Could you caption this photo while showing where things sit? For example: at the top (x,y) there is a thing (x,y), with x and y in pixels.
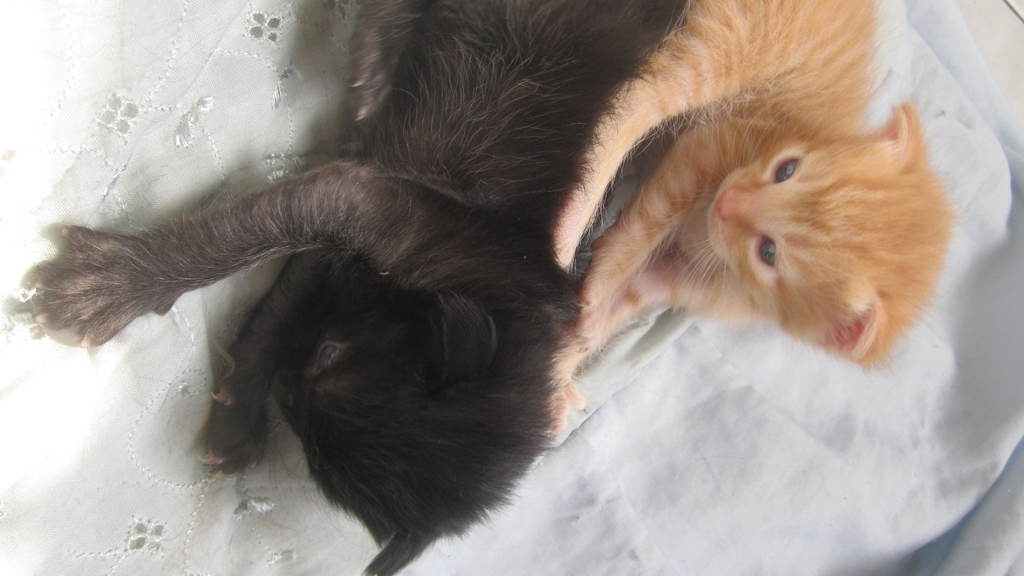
In the image there are two cats (657,259) on a cloth (121,356).
